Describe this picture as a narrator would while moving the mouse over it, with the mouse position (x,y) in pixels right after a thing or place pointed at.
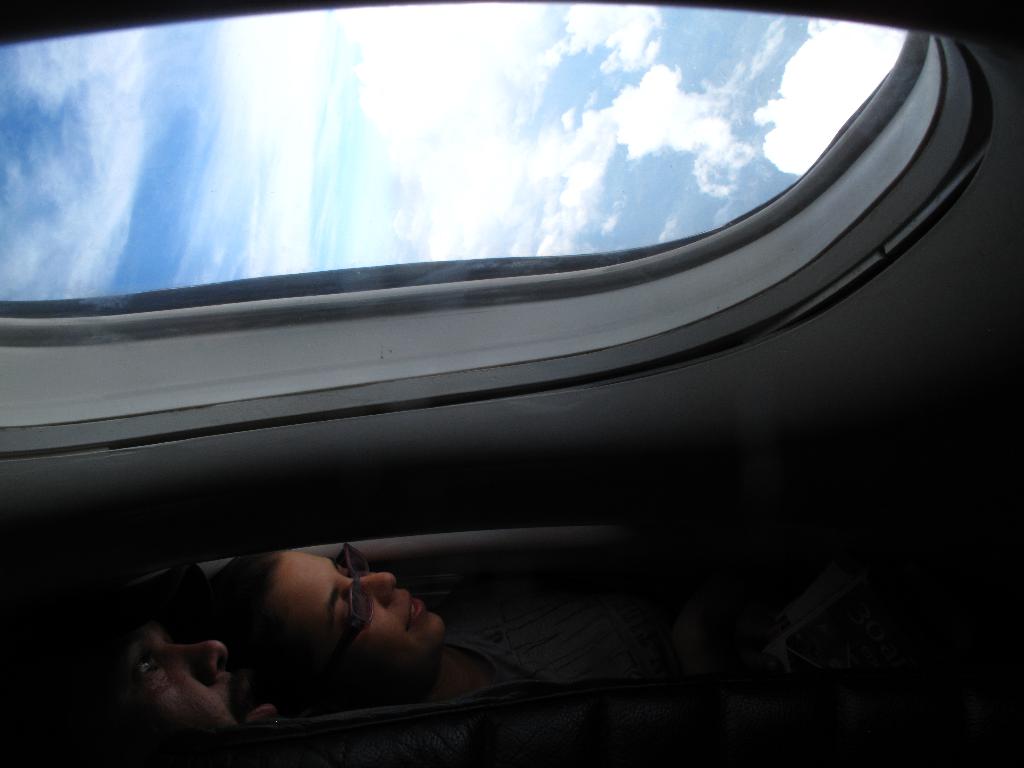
In this image, I can see two people (309,689). I think this picture was taken from the vehicle (597,440). This is a window (94,304) with a glass door (342,250). I can see the clouds (575,136) in the sky (298,186).
